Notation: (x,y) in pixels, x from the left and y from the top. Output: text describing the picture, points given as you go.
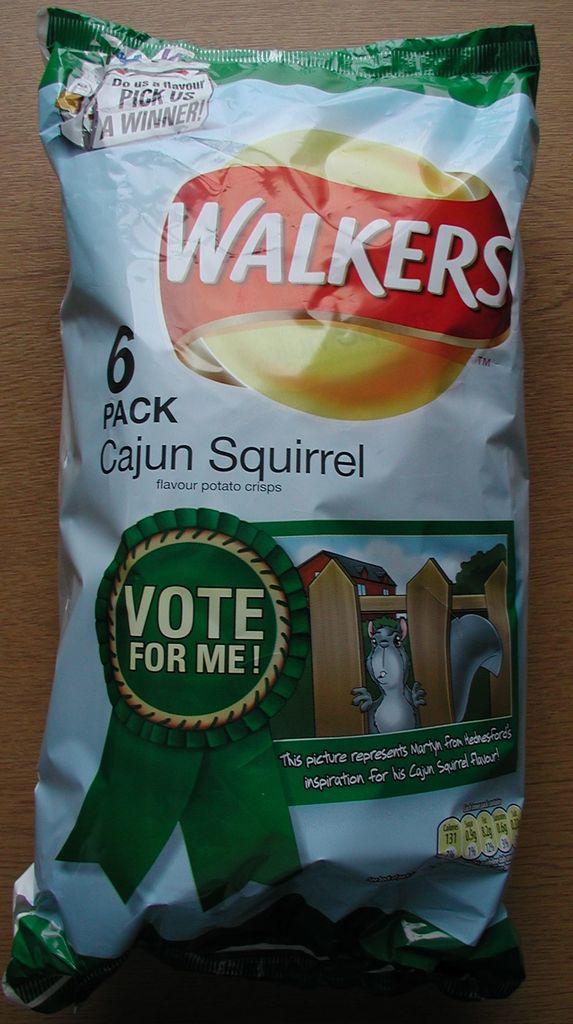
This image consists of a snacks packet (325,463) kept on the desk (3,392).
